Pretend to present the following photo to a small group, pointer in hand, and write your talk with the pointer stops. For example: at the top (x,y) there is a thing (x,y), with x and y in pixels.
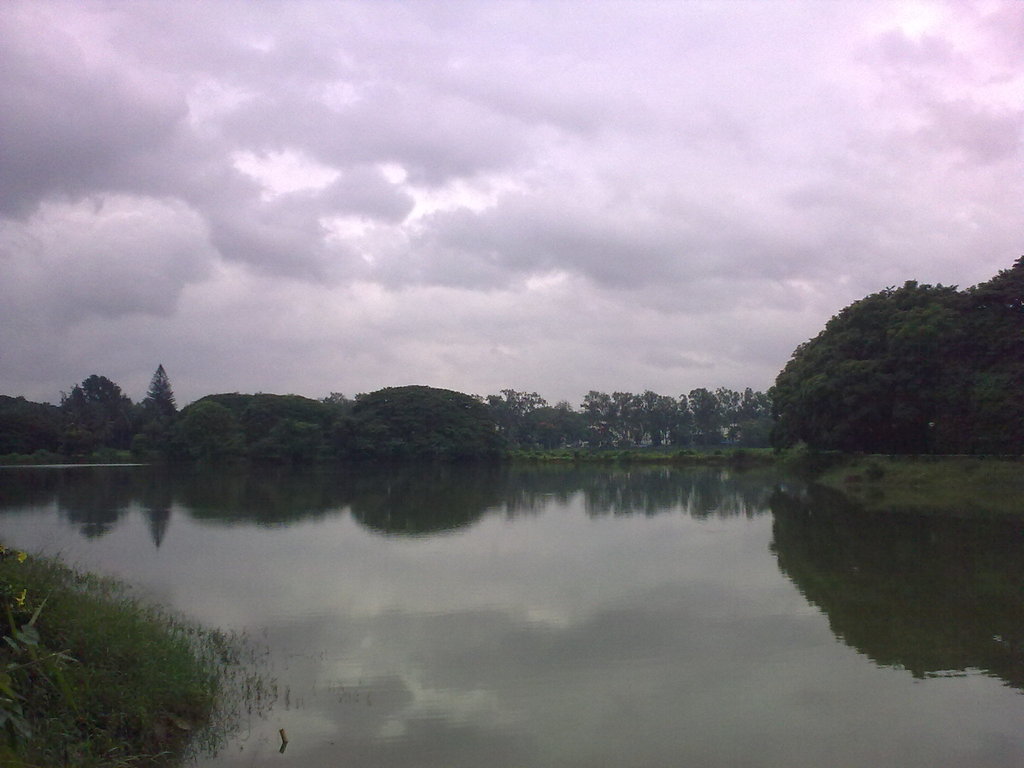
In this image I can see the water (600,600), some grass (115,667) and few trees (340,420) which are green in color. In the background (250,215) I can see the sky (555,182).
